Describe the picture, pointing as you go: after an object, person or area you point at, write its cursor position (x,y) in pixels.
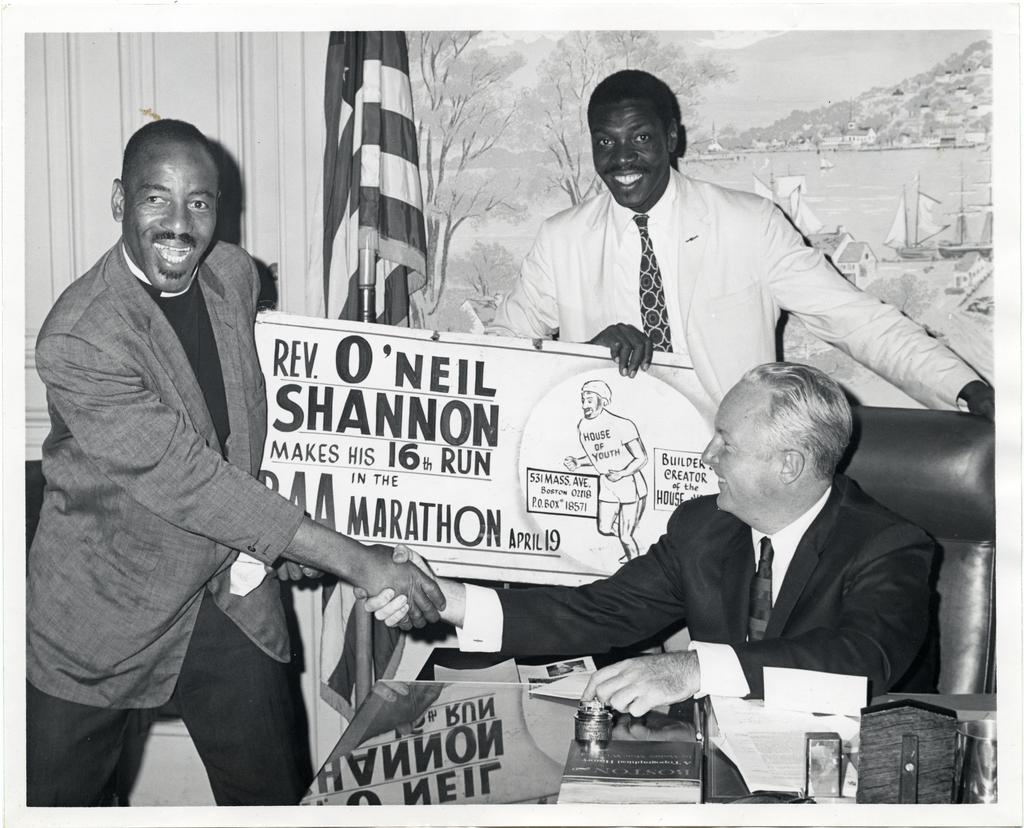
In the foreground of this image (666,712), there is a man (900,577) sitting on the chair (970,631) in front of a table (529,740) on which, there is a book (645,772), papers (763,750) and few objects (962,769). Behind him, there are men (160,390) holding a poster (531,440) and a man (170,477) is shaking hands (408,577) with another man (587,591). In the background (451,218), there is a scenery (582,74), wall (164,81) and a flag (384,129).
